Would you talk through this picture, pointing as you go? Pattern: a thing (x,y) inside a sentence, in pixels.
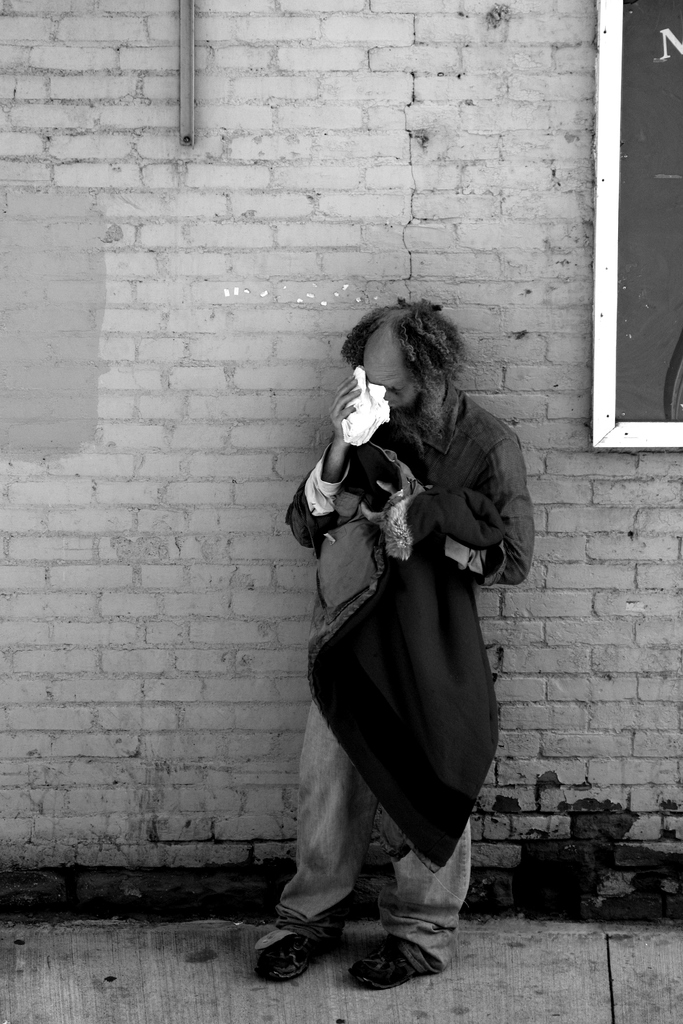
In this black and white picture there is a person (393,978) standing. He is holding the clothes (414,564). Background (279,401) there is a wall (347,292) having a board (637,283) attached to it.
